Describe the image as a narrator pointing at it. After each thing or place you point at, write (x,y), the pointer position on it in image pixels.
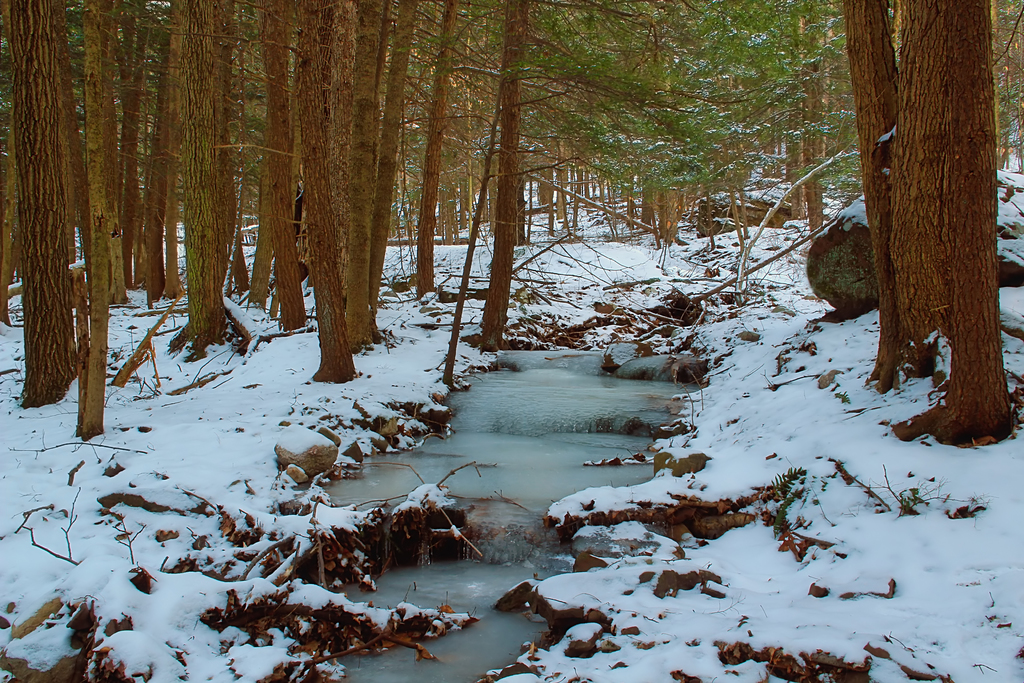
In this image, we can see snow (219,500) and there are some trees (956,209), we can see the water flow (494,407).
